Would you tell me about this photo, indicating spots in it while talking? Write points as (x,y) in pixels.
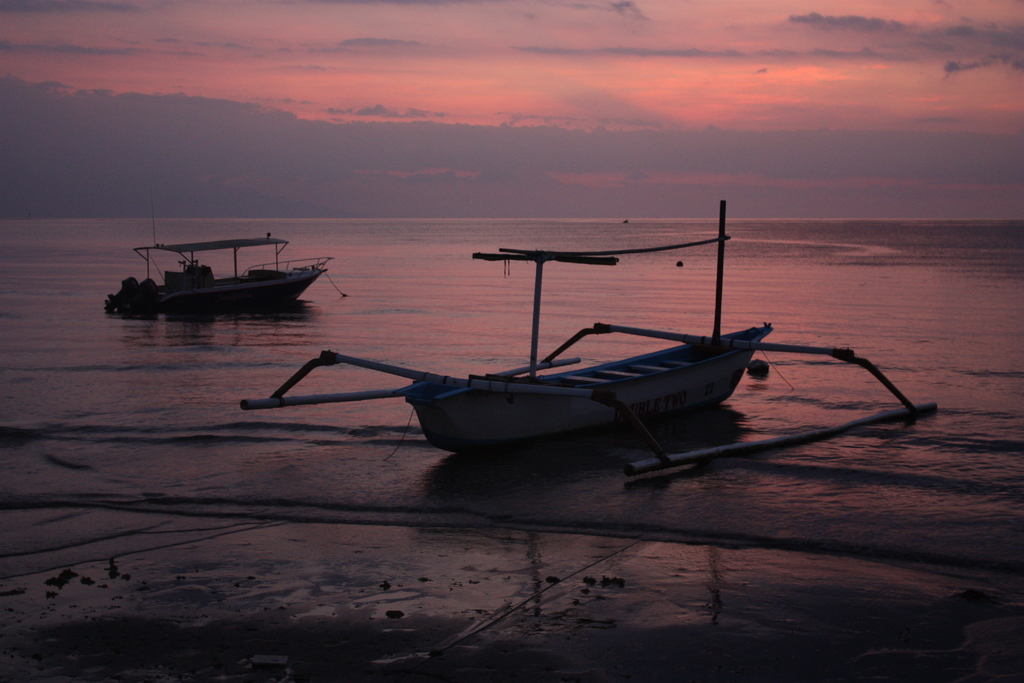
In this picture there are two boats (545,416) on the water (593,496). In the background (475,292) I can see the ocean (518,284). At the top (664,91) I can see the sky (621,38) and clouds (621,29). At the bottom (426,625) I can see the beach (147,644).
